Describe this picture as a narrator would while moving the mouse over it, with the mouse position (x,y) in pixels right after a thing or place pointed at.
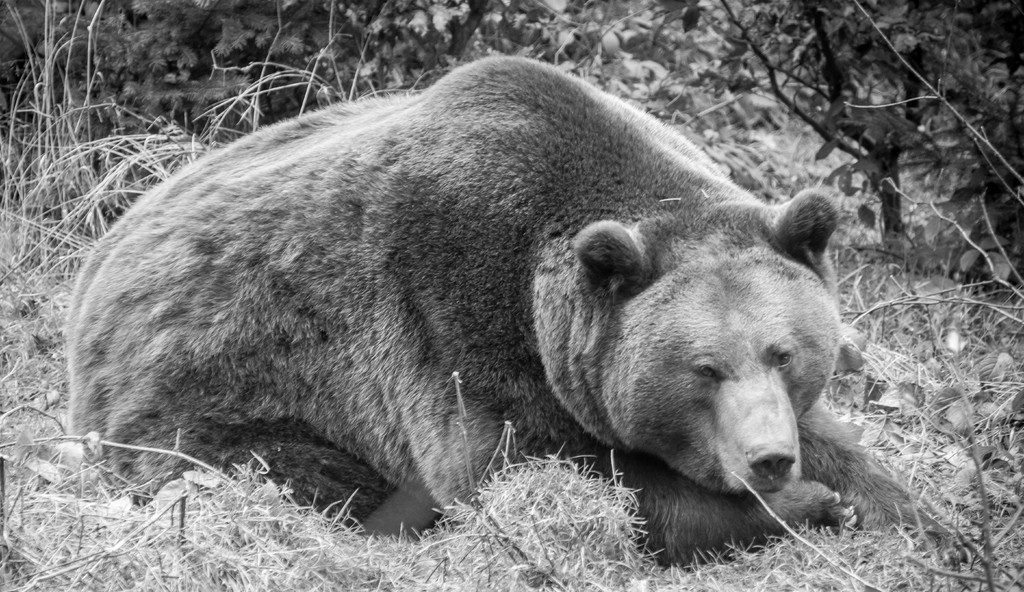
This is the picture of a black and white image and we can see an animal (853,491) sitting on the grass (536,576) and in the background (332,63), we can see some trees (843,189).
